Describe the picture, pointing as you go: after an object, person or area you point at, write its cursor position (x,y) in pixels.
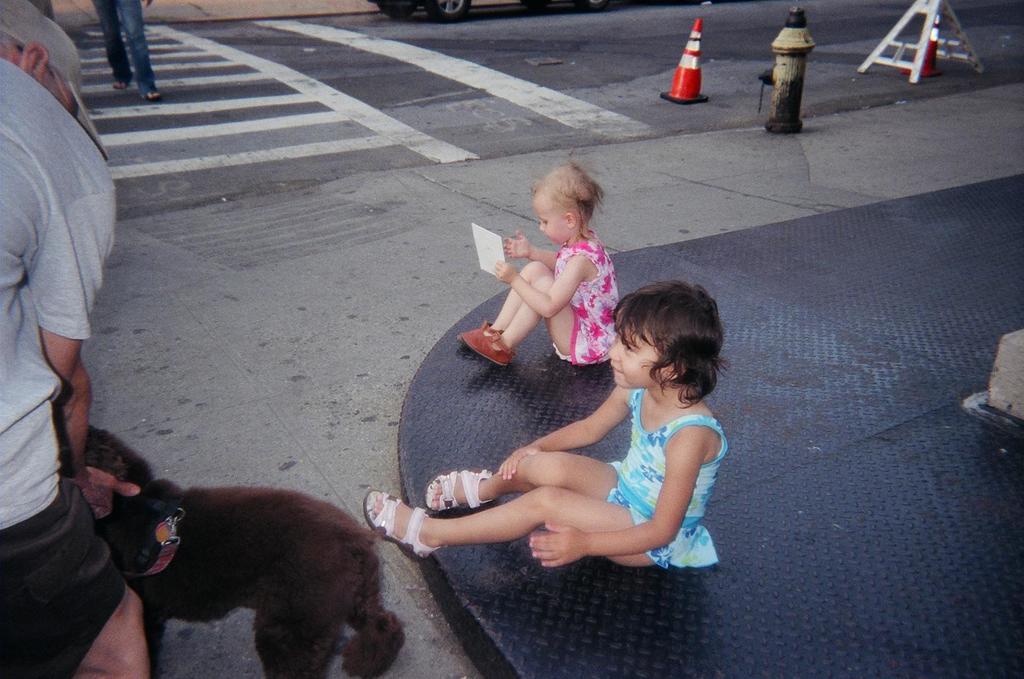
In this image I can see the group of people (49,70) with different color dresses (3,177). I can also the dog (195,547) which is in brown color. These people (77,611) are on the road (266,152). To the side I can see the fire hydrant (784,90) and the traffic cones (680,74).
